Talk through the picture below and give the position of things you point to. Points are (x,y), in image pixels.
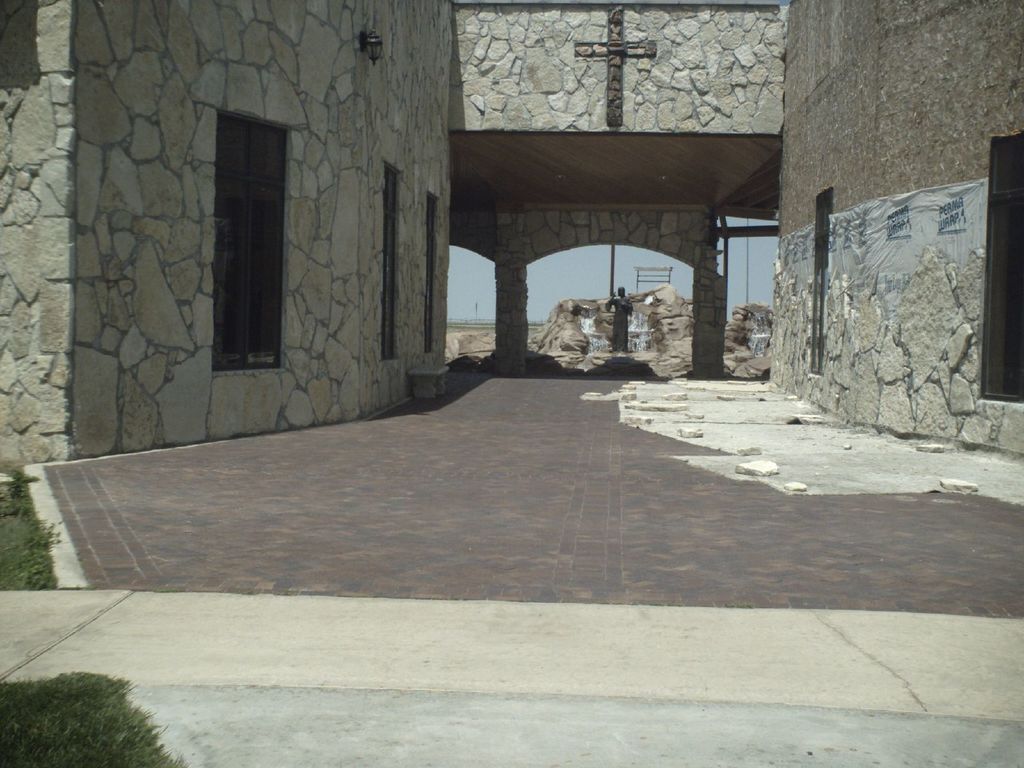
In the picture we can see a prayer building walls (6,413) on the either sides in the middle of it we can see a cross sign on the wall (781,69) and under it we can see a sculpture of a man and behind it we can see some rocks (668,316) and the part of the sky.
